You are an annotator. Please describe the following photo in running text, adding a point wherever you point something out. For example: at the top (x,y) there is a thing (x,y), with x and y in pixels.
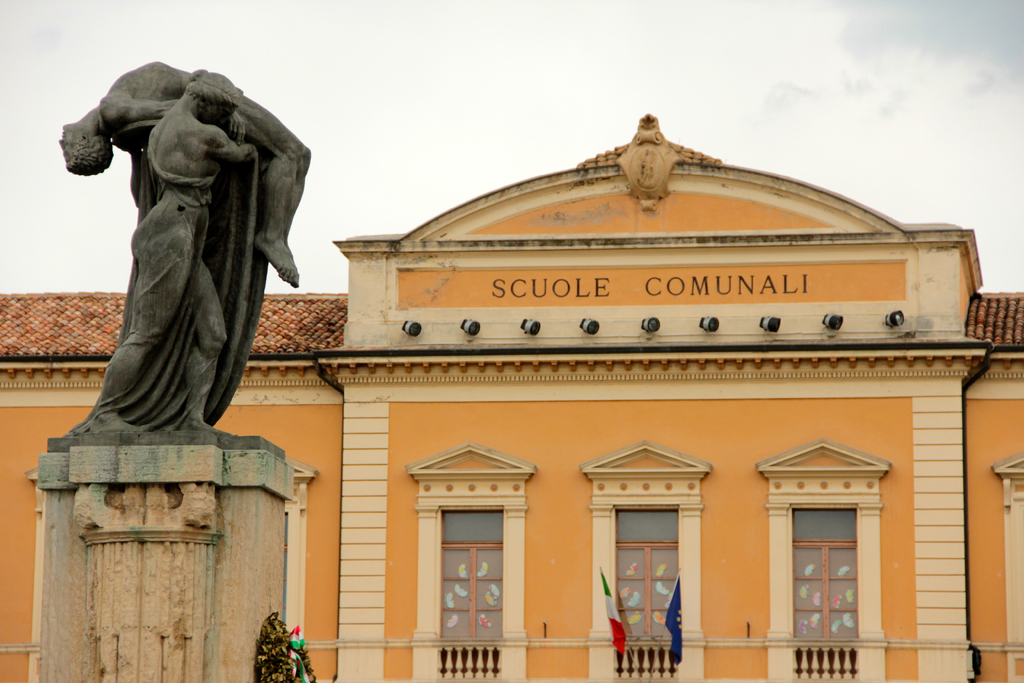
In this image I can see the statue (170,276) which is in black color. To the side of the statue (119,366) I can see the building (416,399) which is in brown and yellow color. I can see the windows (632,508) and the flags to the building (453,435). In the background (418,120) I can see the clouds (552,90) and the sky (522,109).
